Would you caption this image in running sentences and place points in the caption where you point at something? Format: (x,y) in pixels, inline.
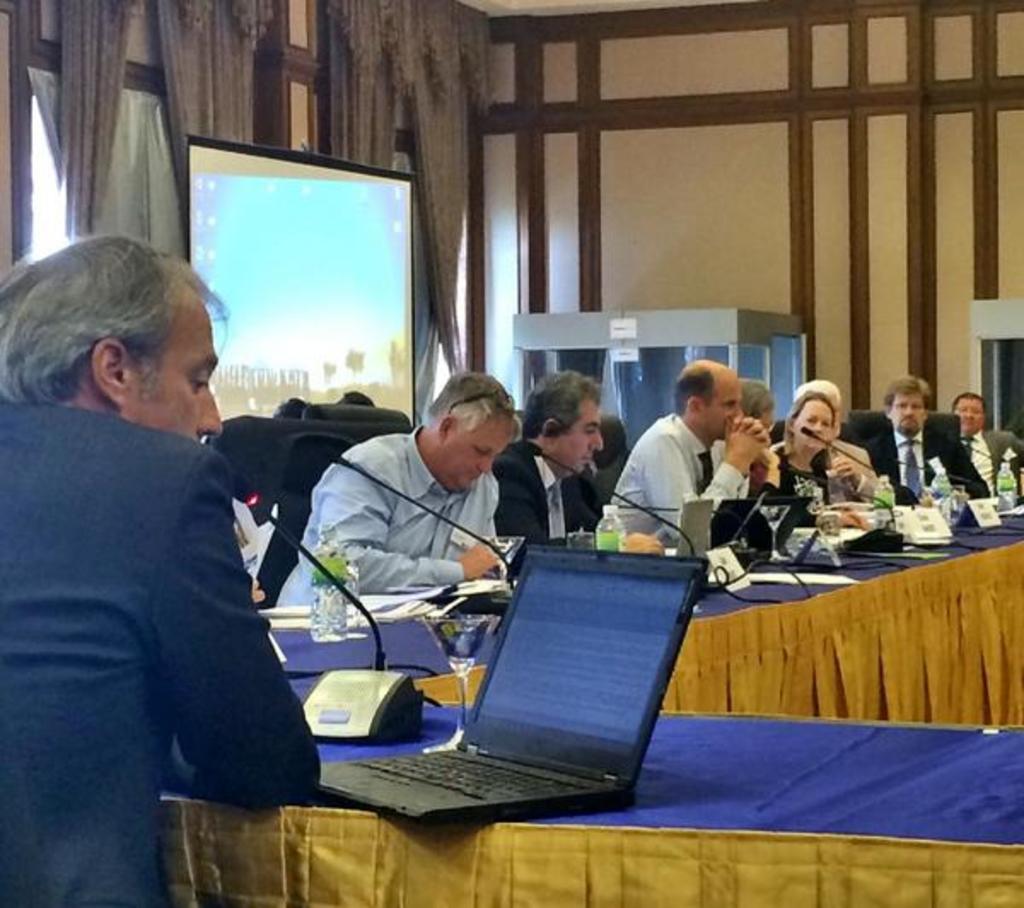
There are so many people (912,412) sitting on chairs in front of table (367,646) and operating laptops (528,721) and microphones (494,549). Behind them there is a big screen (415,375).
